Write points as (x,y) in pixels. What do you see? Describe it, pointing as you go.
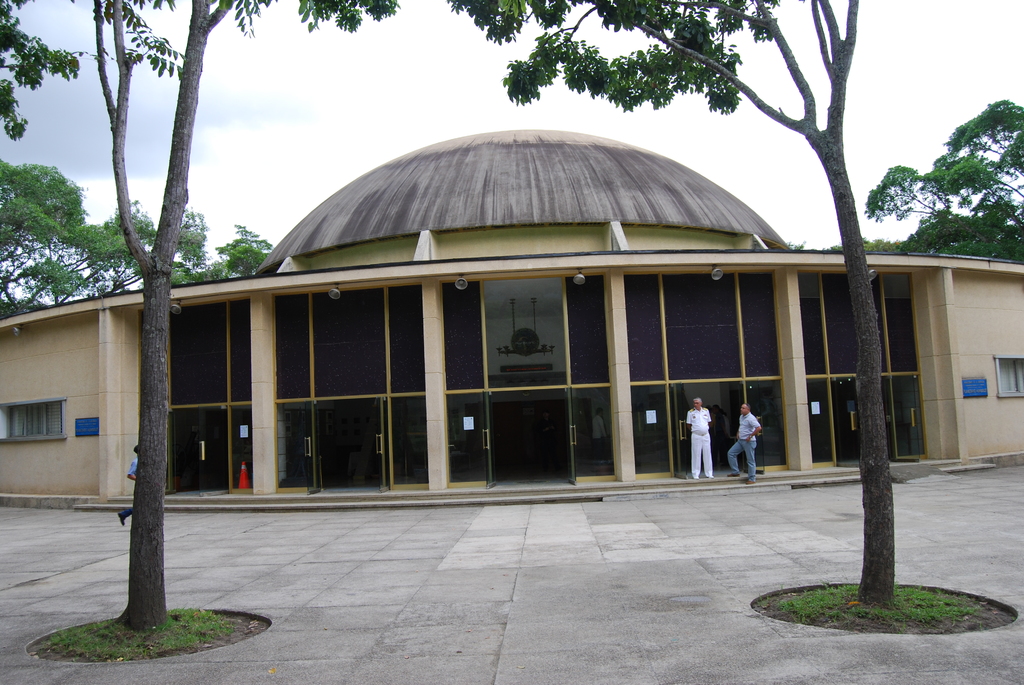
In this image, we can see a house (404,348) with walls (92,375), glass doors (852,382), windows (10,411) and roof (548,198). Here we can see few pillars (438,429), name boards (96,424). At the bottom (436,569), there is a footpath (505,599). Here we can see few trees (1022,247). Background (242,136) there is a sky (271,173). On the right side (693,418), we can see two people (707,453) are standing. On the left side (131,468), we can see a person (124,514).
